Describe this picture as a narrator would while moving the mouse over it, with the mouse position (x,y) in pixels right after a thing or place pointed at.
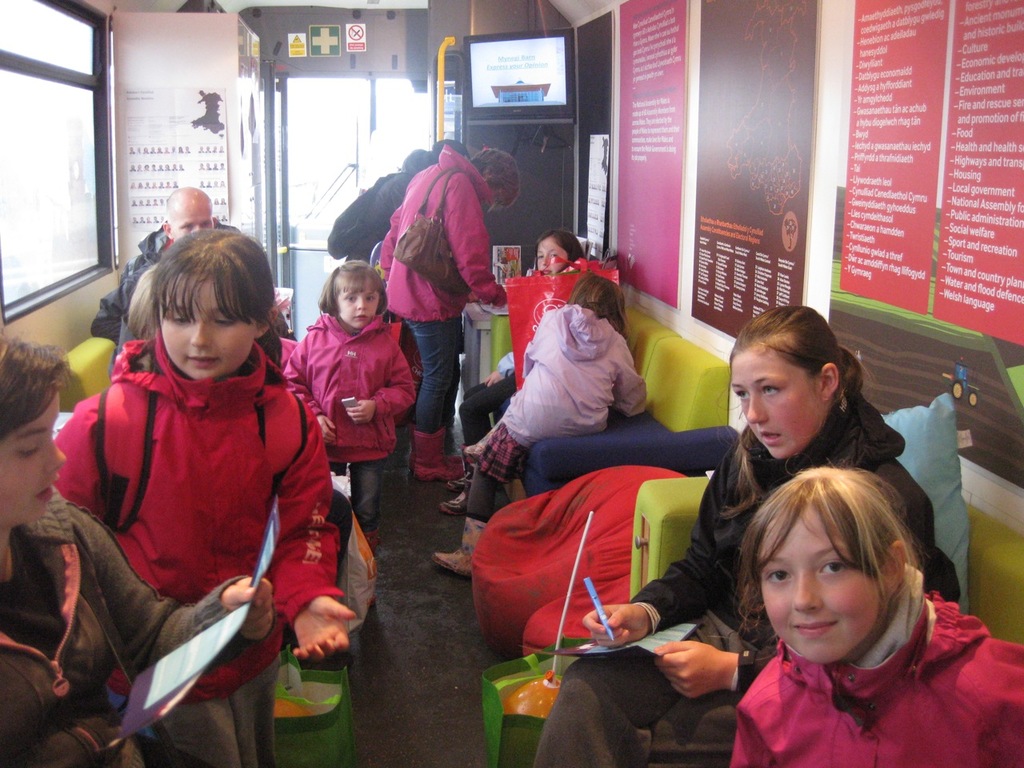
In this image there are people (313,546) sitting on the chairs (692,468). At the bottom of the image (441,686) there is a mat (442,650). On the right side of the image (792,161) there are posters (791,135) attached to the wall (837,75). On the left side of the image (45,145) there is a glass window (106,127).
